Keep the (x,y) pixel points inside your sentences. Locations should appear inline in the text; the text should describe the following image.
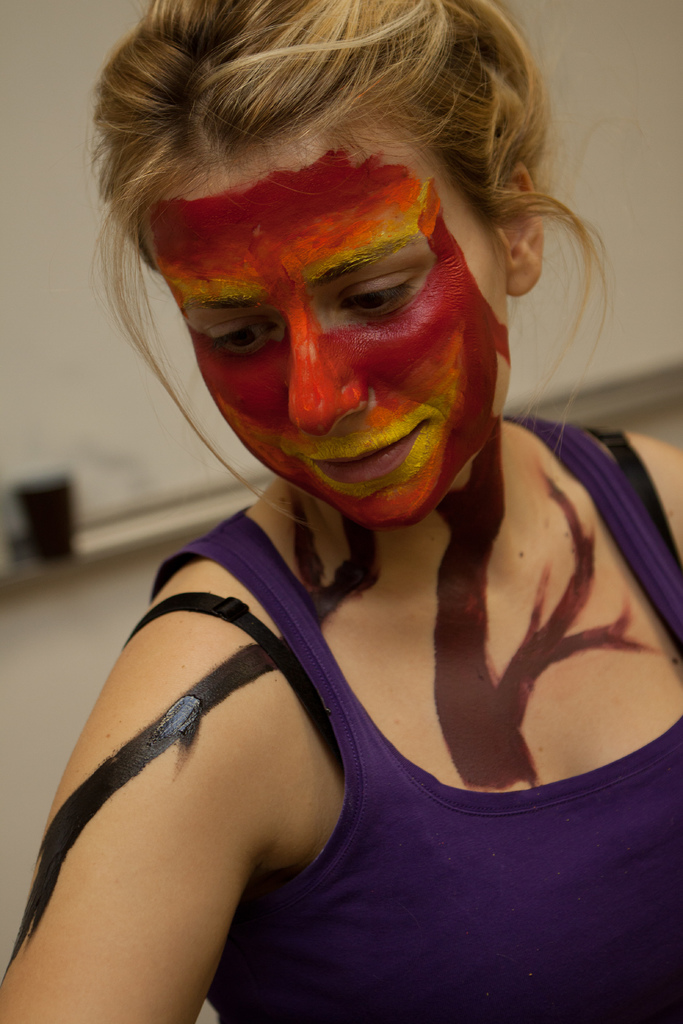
In this image, we can see a person (356,401) wearing clothes (443,851). In the background (74,494), image is blurred.
